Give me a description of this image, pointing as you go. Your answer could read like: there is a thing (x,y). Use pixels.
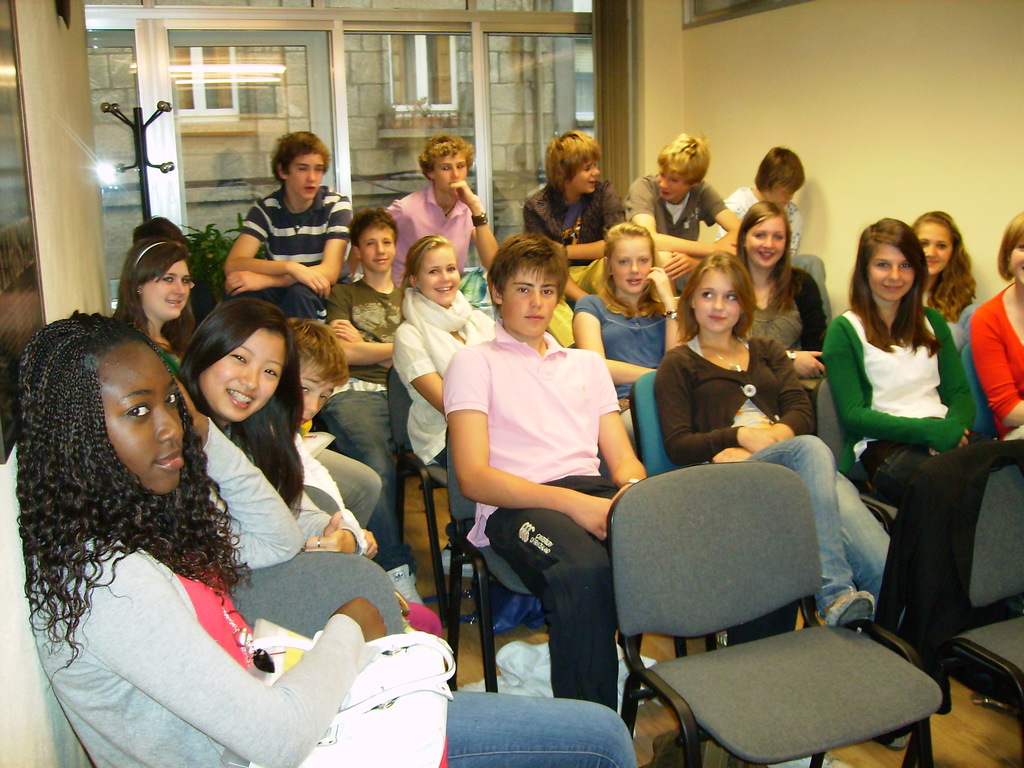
This image consist of many people (611,232). It is clicked in a room (840,205). To the left (140,630), the woman (168,601) sitting is wearing a gray shirt (158,691). There are many chairs (772,705) in this image. In the background (144,91), there are windows (455,77) and doors (307,107).
